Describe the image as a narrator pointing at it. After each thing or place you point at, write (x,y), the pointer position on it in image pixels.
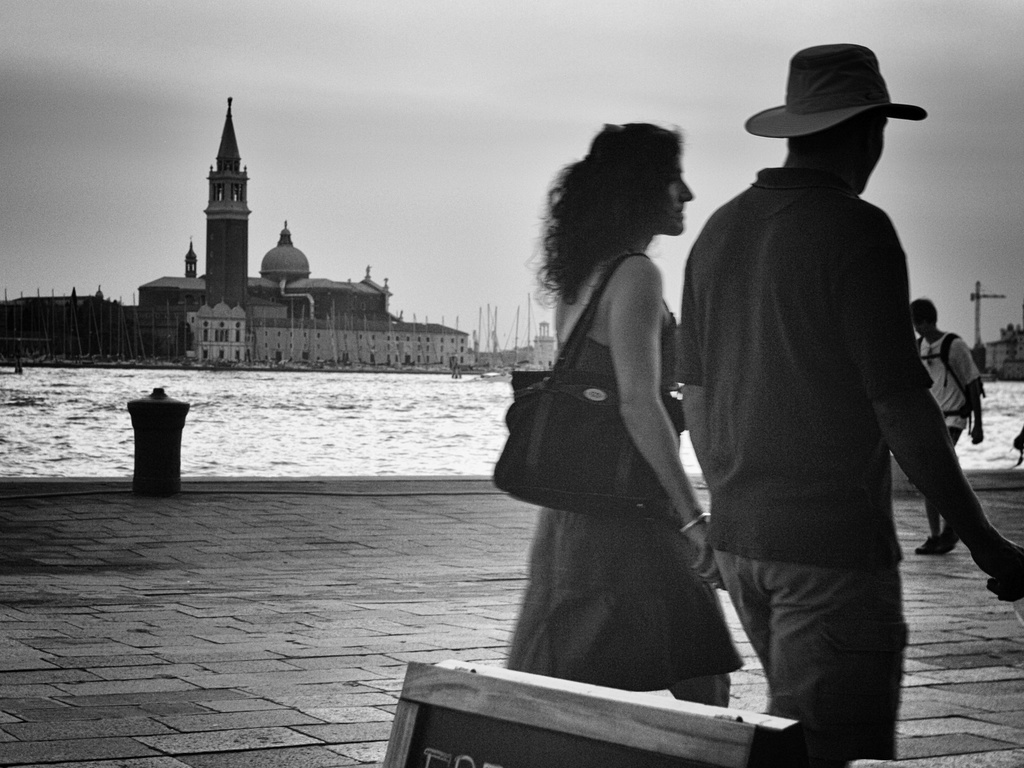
On the right side (851,293), there is a person (817,261) in a t-shirt (816,272), wearing a cap (843,68) and walking on a footpath (943,706). Beside him, there is a woman (652,208), wearing a handbag (549,413) and walking. In the background (980,420), there is a person (980,420) on a footpath (989,722), there is water (298,376), there are buildings (249,354) and there is sky (522,104).
